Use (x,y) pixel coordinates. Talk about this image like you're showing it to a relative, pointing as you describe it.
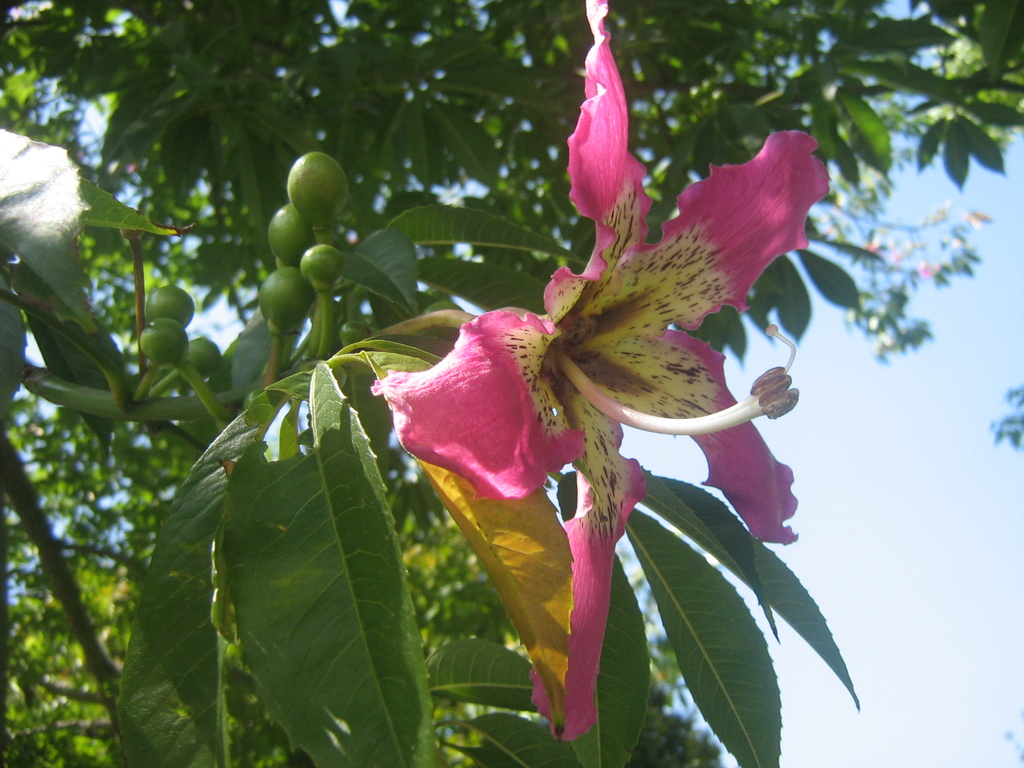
Here in this picture we can see a tree (545,208) present and in the front (343,566) we can see flower (588,431) and leaves (347,455) and its fruit (275,299) present over there.
